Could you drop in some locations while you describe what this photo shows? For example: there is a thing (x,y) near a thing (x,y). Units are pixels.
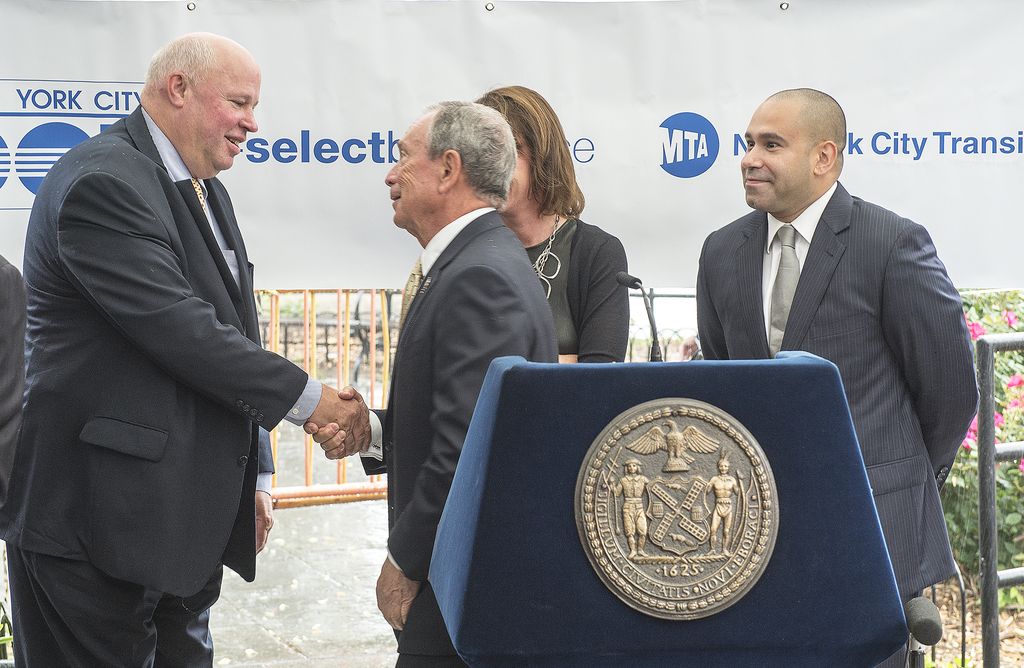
In this image there are three men (203,493) standing, there is a woman (558,160) standing, there is a podium (679,523) towards the bottom of the image (795,450), there is a microphone (655,338), there are plants (1005,364) towards the right of the image (995,427), there are flowers (1008,313), there is a metal object (991,441) towards the right of the image (984,462), there is a fence (357,365), at the top of the image (676,89) there is a banner (335,76), there is text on the banner (595,122).
